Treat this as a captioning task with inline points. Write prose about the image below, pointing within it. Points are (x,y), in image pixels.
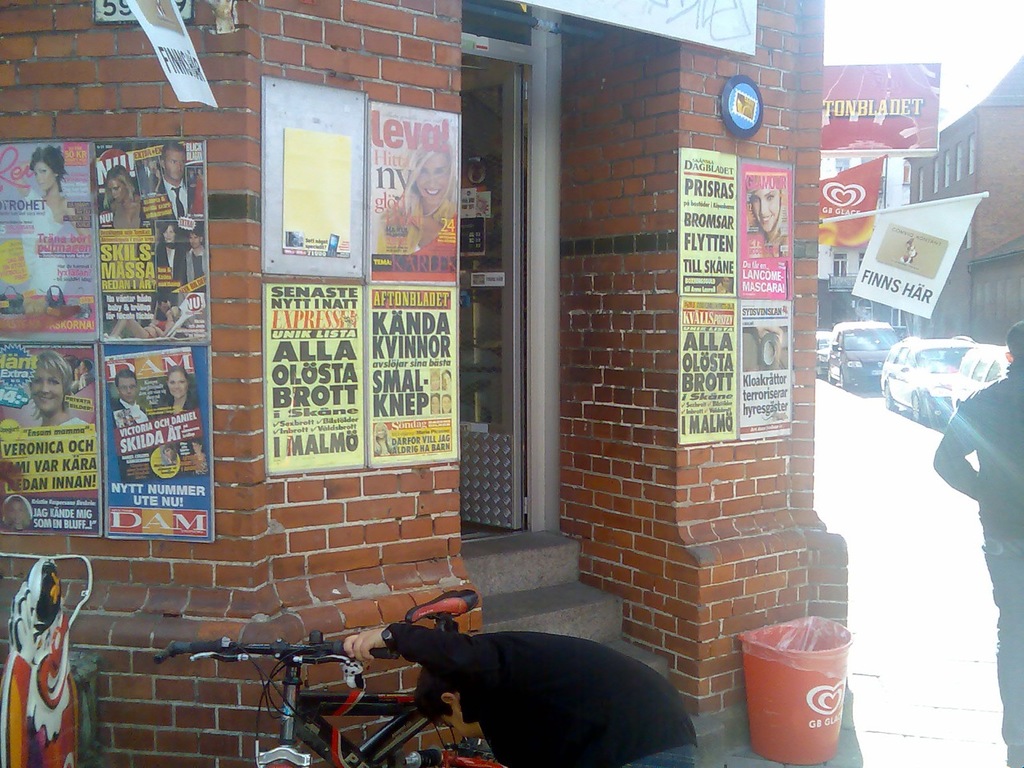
In this image, we can see posters (143,318) on the wall (587,437). There is a door (478,71) in the middle of the image (552,408). There is a person (555,650) and bicycle (247,643) at the bottom of the image (483,639). There is a trash bin (806,644) in front of the wall (708,656). There is an another person (1020,568) in the bottom right of the image (1017,734). There are cars (911,406) in front of the building (962,154). There is an object (13,648) in the bottom left of the image (67,683).
